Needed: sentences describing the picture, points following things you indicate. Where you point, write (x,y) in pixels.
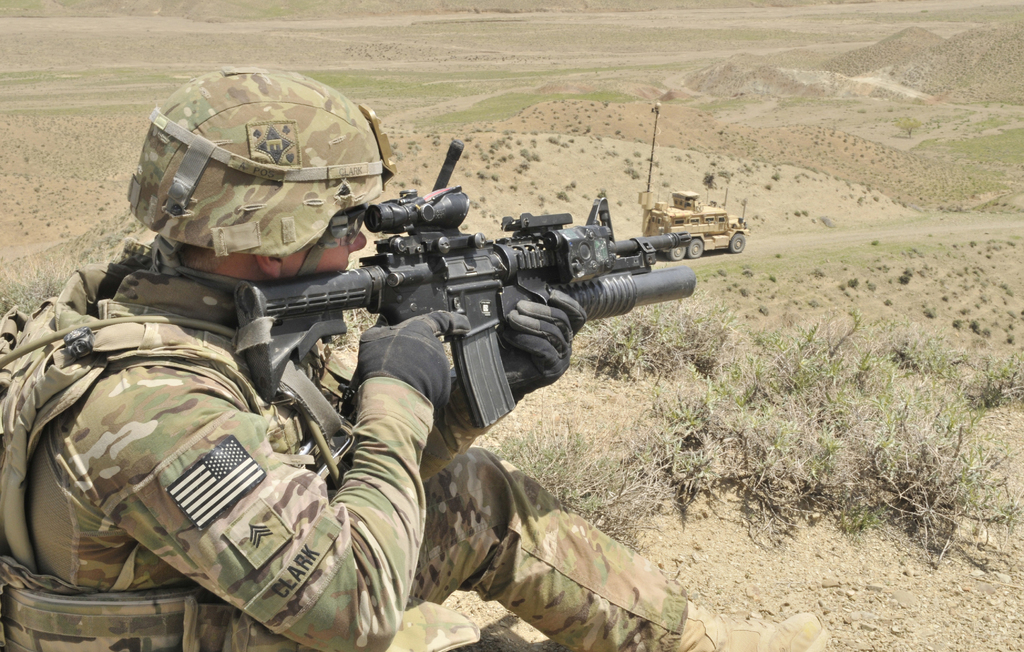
This image consists of a man (429,512), who is holding a gun (430,251). He is wearing military dress (378,423). There is a vehicle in the middle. There is grass (678,379) in the middle (633,328).
